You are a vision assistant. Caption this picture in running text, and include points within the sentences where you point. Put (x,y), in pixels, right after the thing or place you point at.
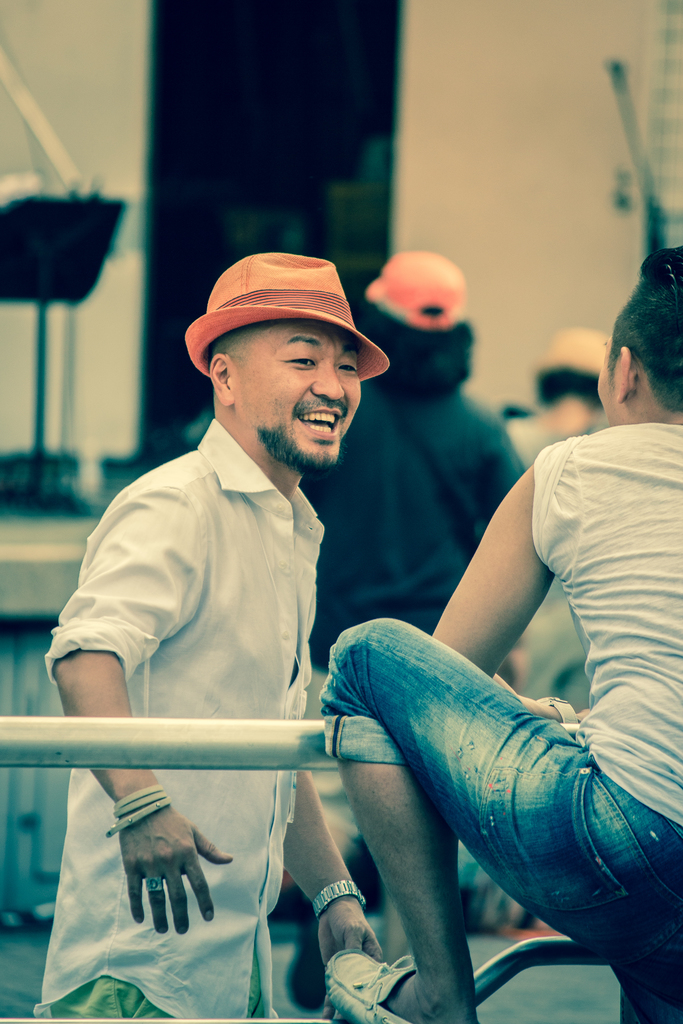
In the image we can see there are people (134,639) wearing clothes (134,639) and the left side man (135,648) is wearing bracelet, finger ring (156,892), a wrist watch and hat (266,309). Here we can see metal rod (150,752) and the background (136,216) is blurred.
